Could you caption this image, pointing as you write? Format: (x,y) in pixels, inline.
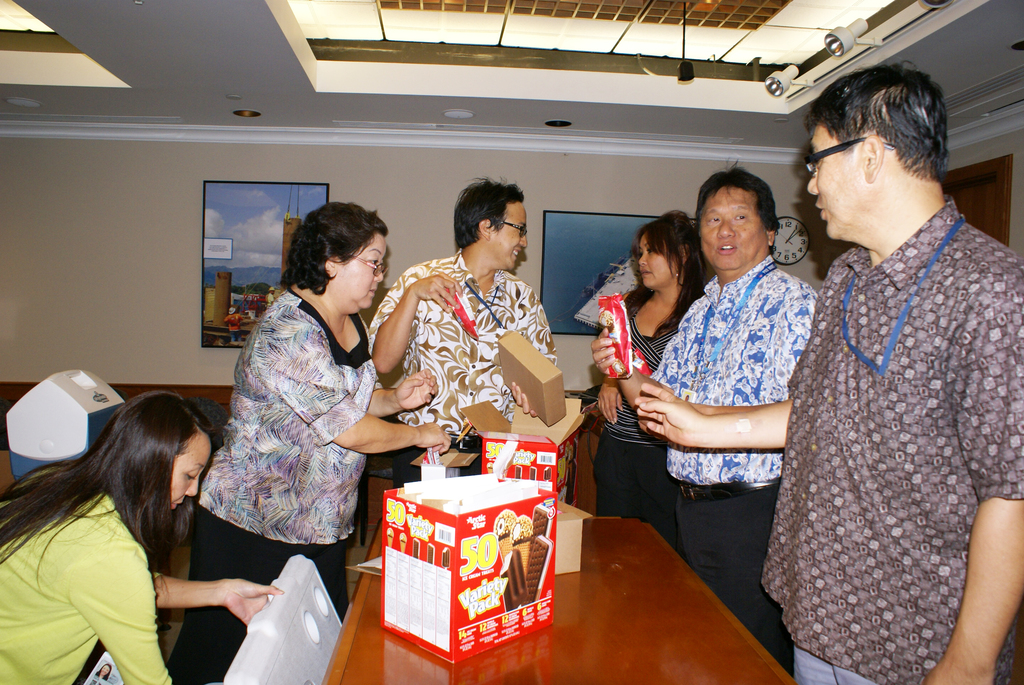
In this image we can see a few people (544,324) and in front of them there is a table (601,554) and on the table (523,652), we can see some cardboard boxes (537,572) and other things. In the background (778,154), we can see the wall (60,132) with photo frames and the clock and at the top (677,113) we can see the ceiling (357,31) with lights (357,31).
